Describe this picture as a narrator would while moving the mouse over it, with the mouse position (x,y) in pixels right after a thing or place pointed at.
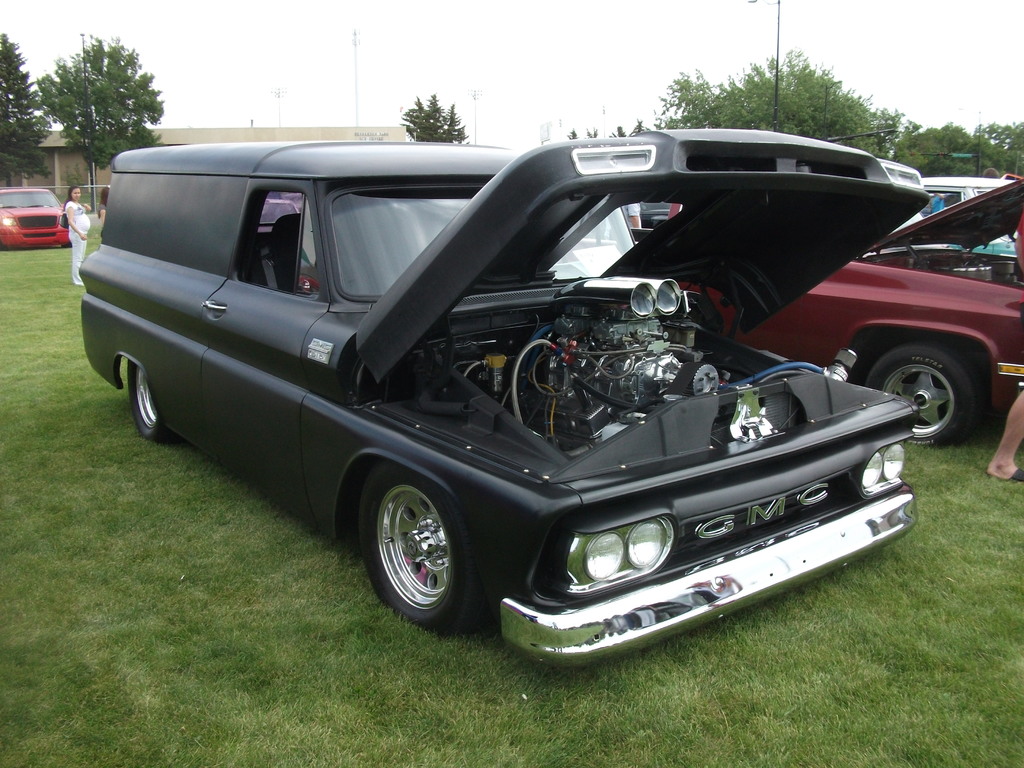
In this picture there are different types of cars (837,180). On the right side of the image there is a person (1023,219) standing beside the vehicle (849,293). On the left side of the image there is a person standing behind the vehicle (223,450). At the back (51,84) there is a building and there are trees (13,128) and poles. At the top (598,55) there is sky (231,44). At the bottom (568,693) there is grass (696,692).
